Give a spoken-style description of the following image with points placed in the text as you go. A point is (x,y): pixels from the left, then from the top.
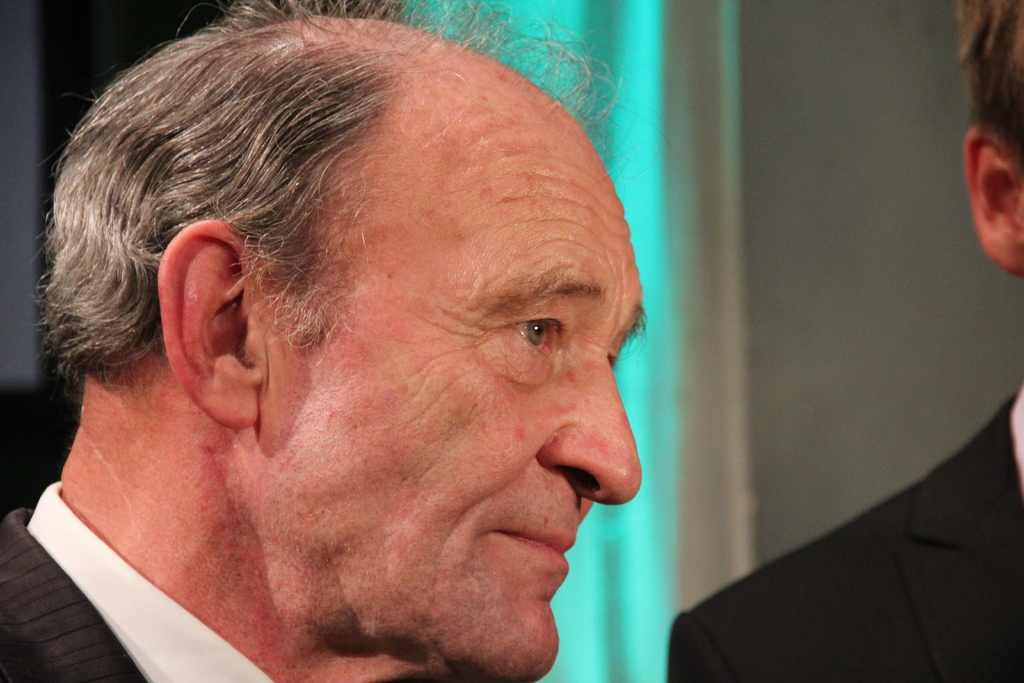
In this picture we can see two men (975,201) where a man (351,249) wore blazer (774,650) and in the background (870,344) we can see wall (932,192).
